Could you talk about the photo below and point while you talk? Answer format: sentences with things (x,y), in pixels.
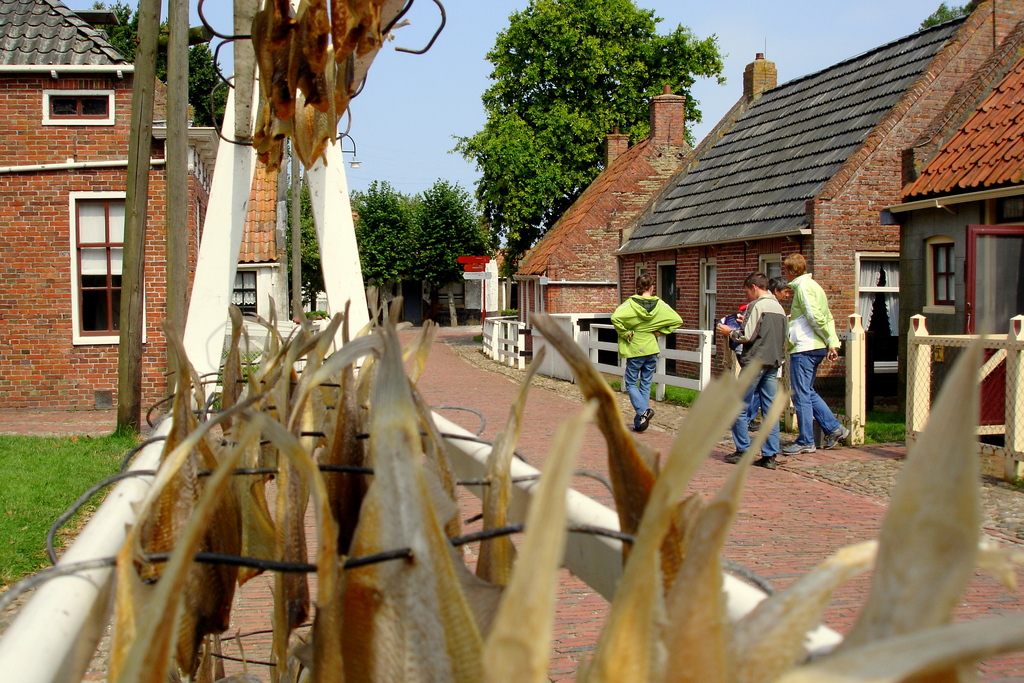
In this image, there are a few people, houses (667,281), trees (566,47). We can see the ground (740,535) and some grass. We can also see some objects (458,620) at the bottom (477,614) and at the top (369,15). We can see some poles (253,122) and white colored objects (113,517). We can also see the sky (342,117).
